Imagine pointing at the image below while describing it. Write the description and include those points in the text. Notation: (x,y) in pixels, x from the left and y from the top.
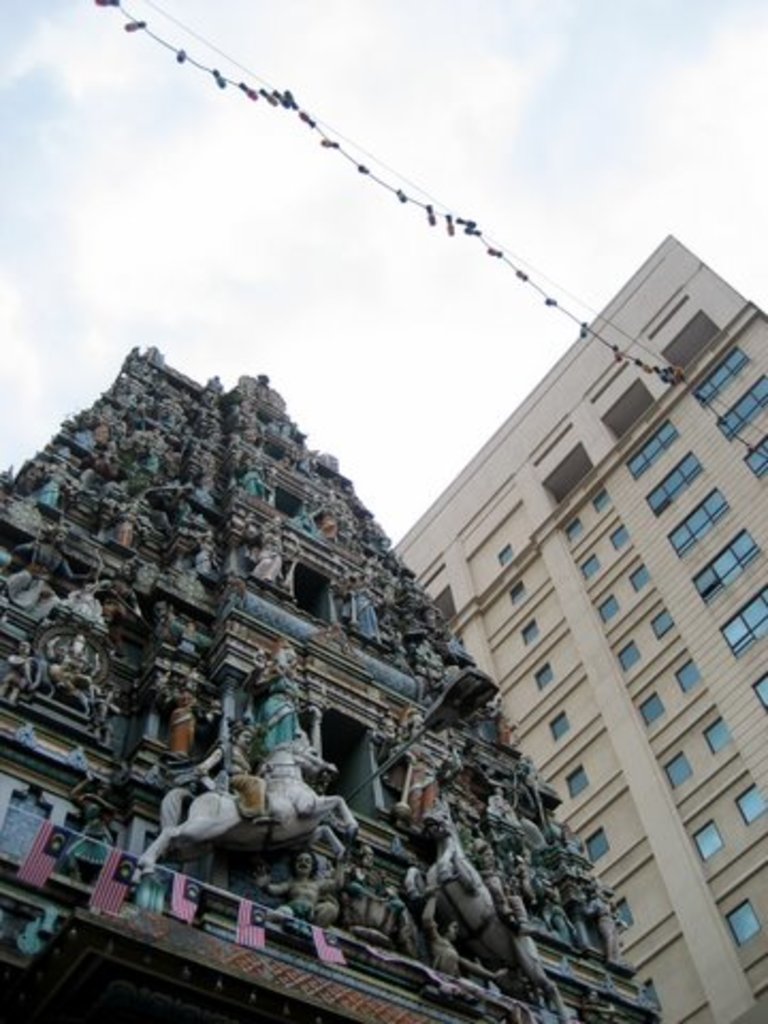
In this image, I can see a temple (159,767) with the sculptures (446,860). This looks like a light (366,784). I can see a building (683,614) with the glass windows (614,607). I think these are the lights (130,24), which are hanging to a wire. I can see the sky (338,242).
